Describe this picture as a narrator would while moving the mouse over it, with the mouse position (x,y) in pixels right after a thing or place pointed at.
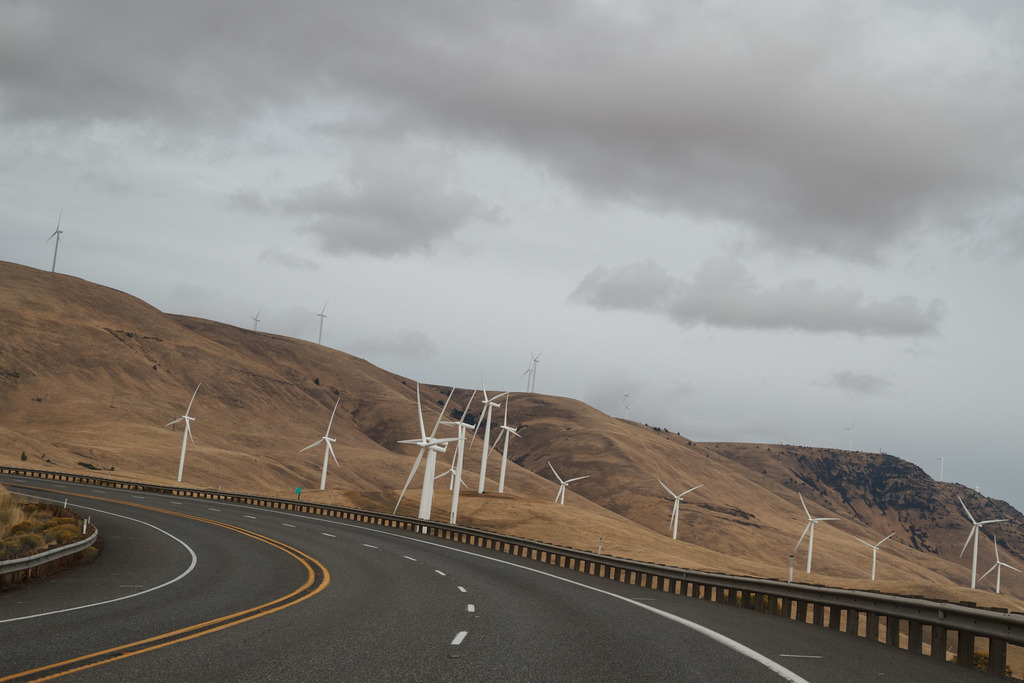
In this image we can see windmills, hills (545,416), fence (1002,620) and other objects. At the bottom of the image (402,603) there is the road (289,636). On the left side of the image (16,560) there is the fence (66,558), grass (40,529) and other objects (50,521). At the top of the image (444,138) there is the sky (320,57).
